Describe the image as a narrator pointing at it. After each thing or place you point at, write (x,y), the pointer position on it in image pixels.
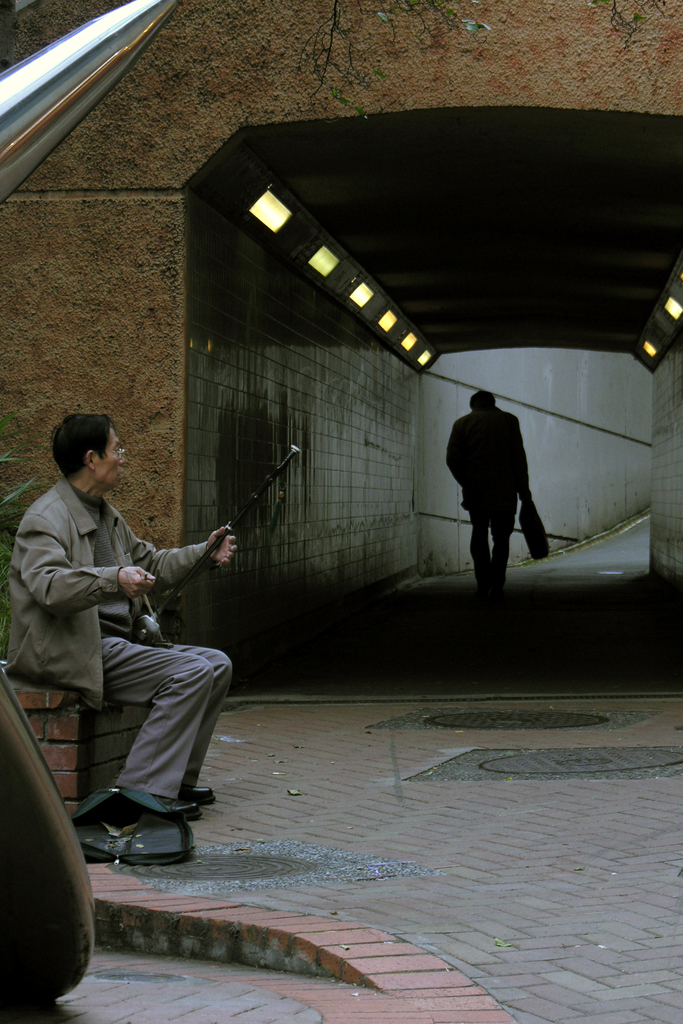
In this image, in the left corner (68,957), we can see a sculpture (69,946). On the left side (188,555), we can see a man (175,557) sitting on the bench (48,715) and holding some object (147,574) in his hand (147,574). In the middle of the image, we can see a man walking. At the top (167,36), we can see a wall (48,250) and metal rod (128,40). At the top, we can also see some lights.
